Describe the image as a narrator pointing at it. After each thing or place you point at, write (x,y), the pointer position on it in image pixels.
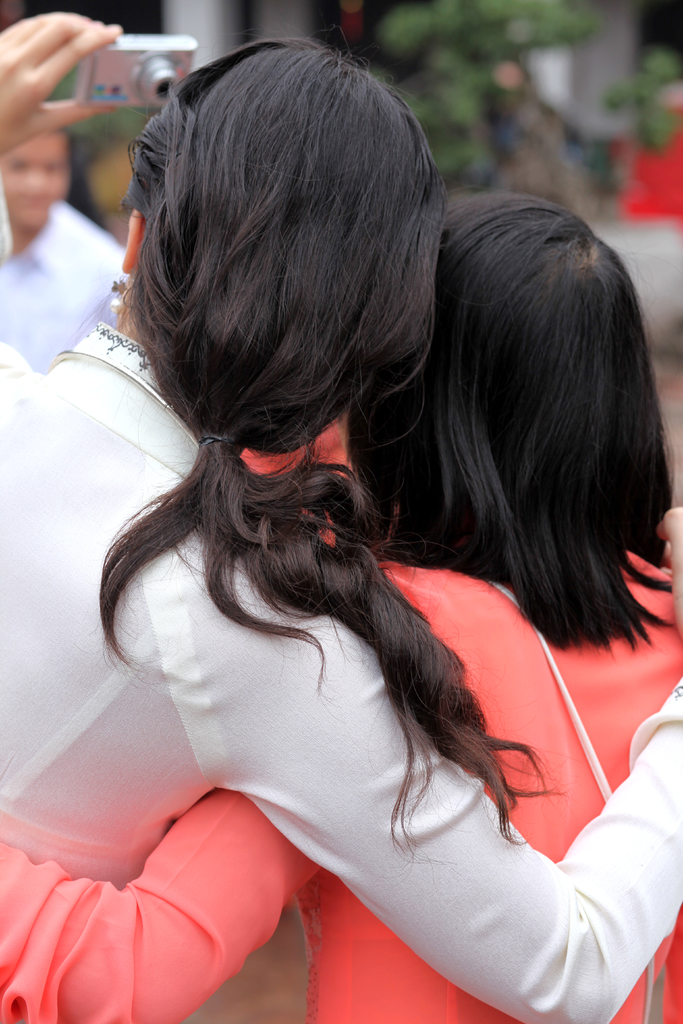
In this image I can see two women (124,354) in the front (355,618), I can see left one (502,966) is wearing white colour dress (20,555) and the right one (154,923) is wearing orange colour dress (327,956). I can also see a camera (101,98) and a person (53,326) on the top left side of this image (55,316). I can see this image is little bit blurry in the background (433,131).
